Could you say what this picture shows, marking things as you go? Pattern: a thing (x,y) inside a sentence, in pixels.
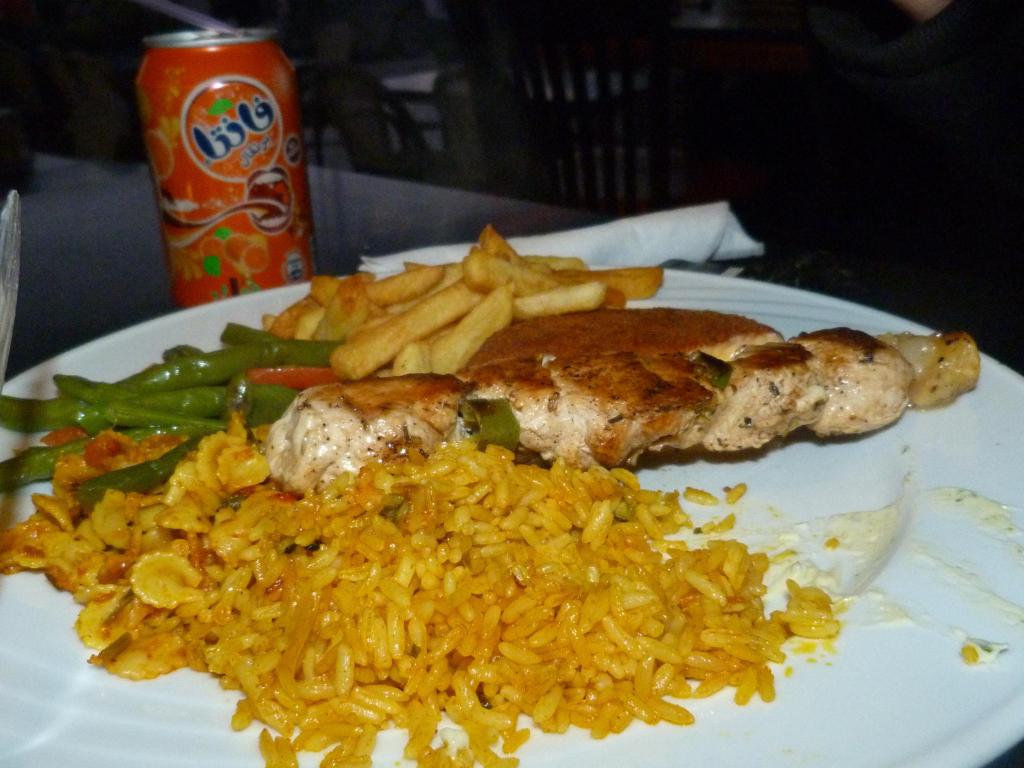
This image consists of food (482,505) in a plate (665,742). We can see the rice (444,536), flesh (456,408) along with french fries (456,331). And there is a cool drink can (240,187). It looks like it is clicked in a restaurant (709,48). In the background (668,59), we can see the chairs (602,121).
